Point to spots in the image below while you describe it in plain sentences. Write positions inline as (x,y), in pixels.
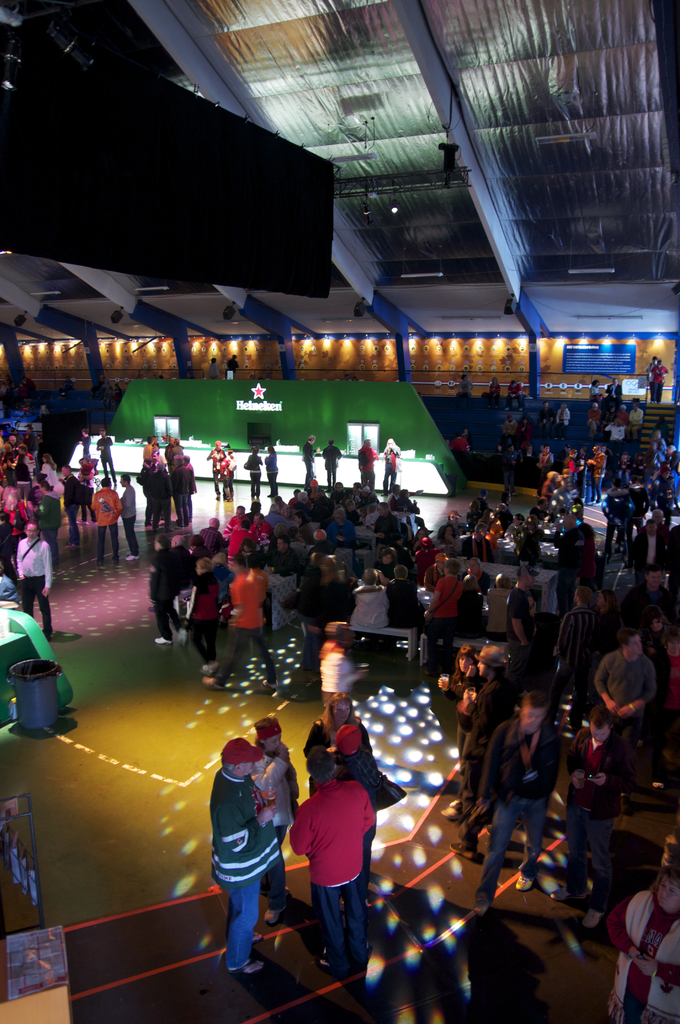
In this picture there are people (311,530) on the right (491,693) and left side of the image (190,471), there are spotlights (149,345) in the center of the image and there is a roof (195,68) at the top side of the image (179,24).
